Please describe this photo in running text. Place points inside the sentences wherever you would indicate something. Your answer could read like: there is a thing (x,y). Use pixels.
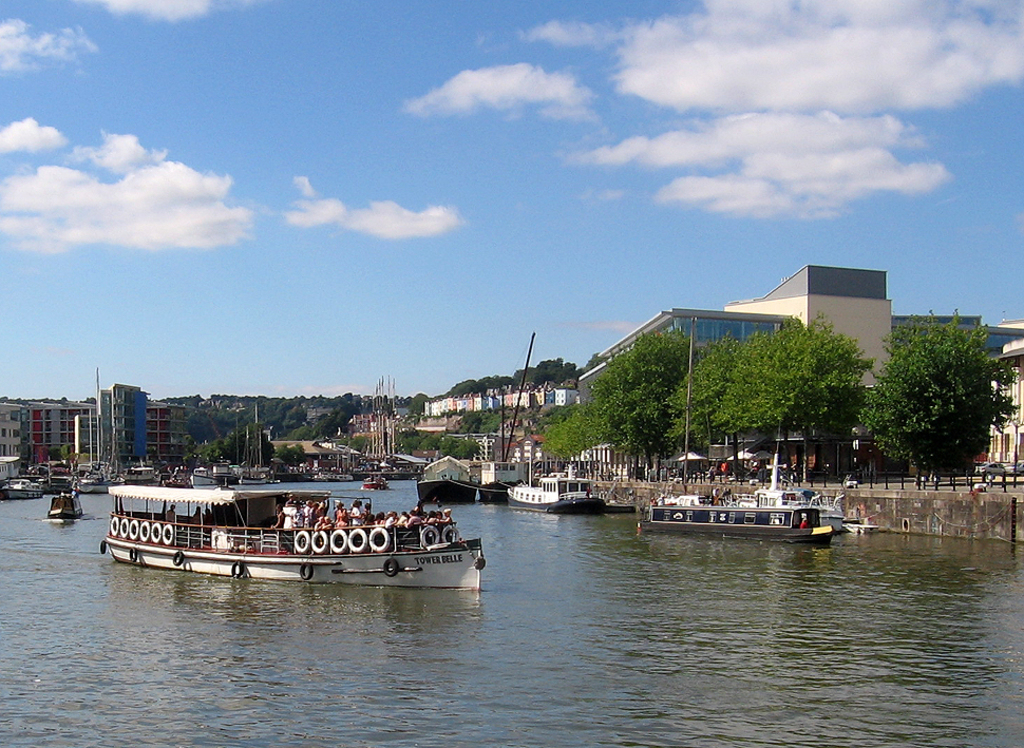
In this picture we can see water (600,646) at the bottom (588,649), there are some boats (356,562) in the water (383,592), we can see some people (298,522) in this boat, in the background (717,381) we can see buildings (176,408), poles (379,395) and trees (758,402), on the right side (989,471) there is a car (1004,468), we can see the sky (358,128) and clouds (472,101) at the top of the picture (343,114).
